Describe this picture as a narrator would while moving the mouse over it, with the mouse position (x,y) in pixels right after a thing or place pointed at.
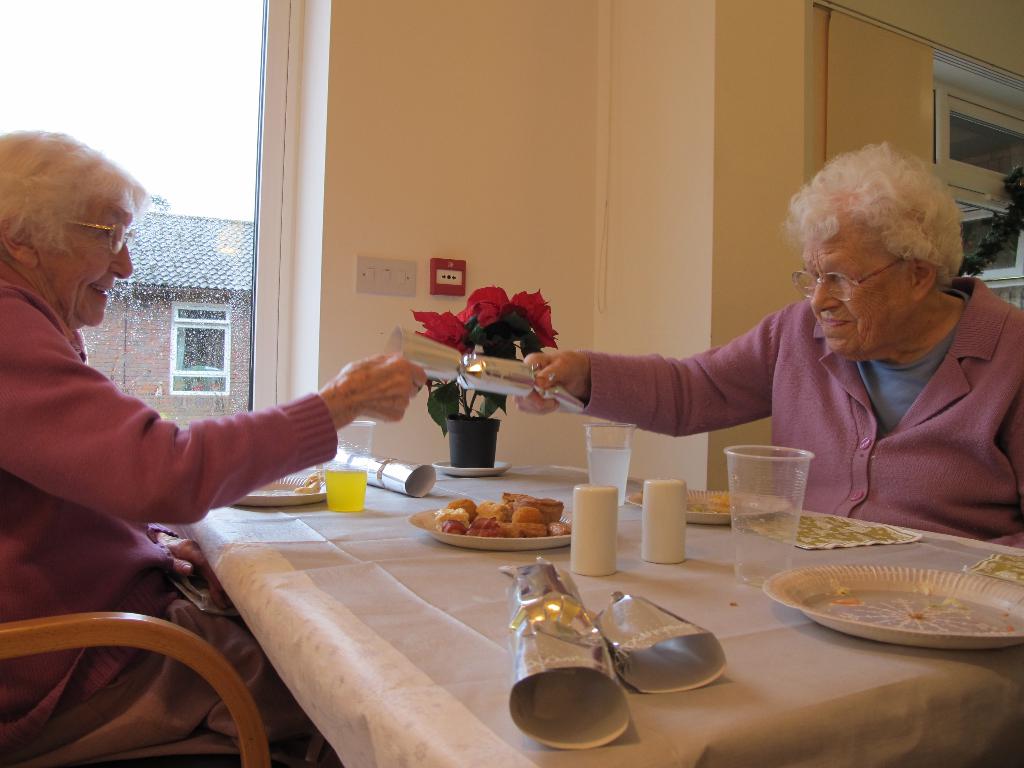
This is the picture of a room (469,240). In this image there are two persons (982,417) sitting and smiling and holding the object (464,383). There is a food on the plate (296,503). There are plates (780,595), glasses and there is a flower vase (484,289) on the table (671,702). At the back (168,360) there are windows (967,190) and there is a switch board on the wall (504,227). There is a building (240,295) outside the window (168,347). At the top (166,149) there is sky (144,147).
